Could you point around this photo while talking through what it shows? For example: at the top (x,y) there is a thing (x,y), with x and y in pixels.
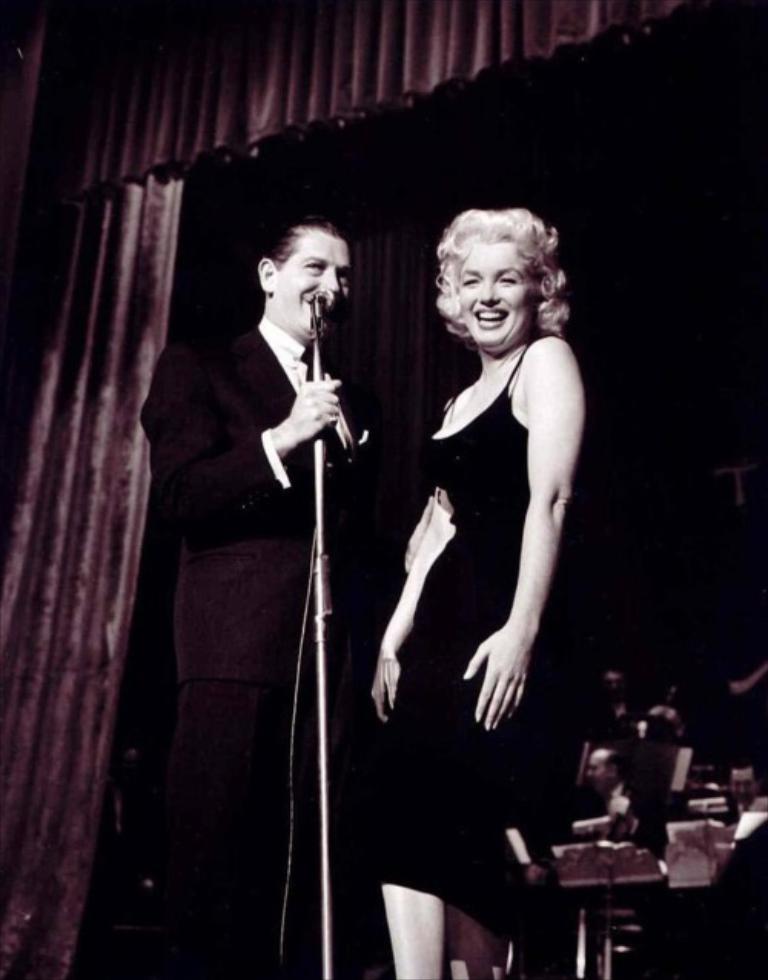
In this picture we can see a man (335,396) and a woman (556,437) are standing and smiling, this man (339,420) is holding a microphone (316,417), we can see another person (634,819) in the background (746,802), on the left side (144,440) there is a curtain (110,421).
